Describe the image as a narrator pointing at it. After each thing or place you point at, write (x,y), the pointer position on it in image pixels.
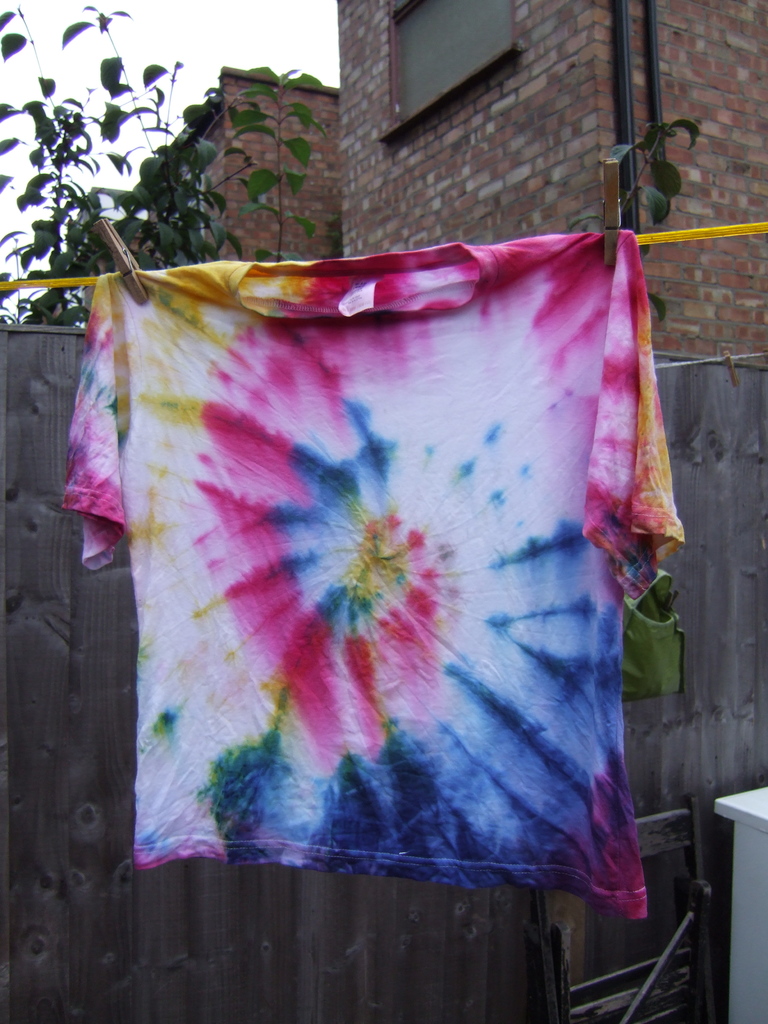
In this image we can see there is a T-shirt (371,620) hanging on the rope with the help of two clips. On the bottom right side (737,815) there are few objects (709,889), behind the objects (740,826) there is a wall (706,786). In the background (228,151) there are buildings (547,129) and trees (189,150).
